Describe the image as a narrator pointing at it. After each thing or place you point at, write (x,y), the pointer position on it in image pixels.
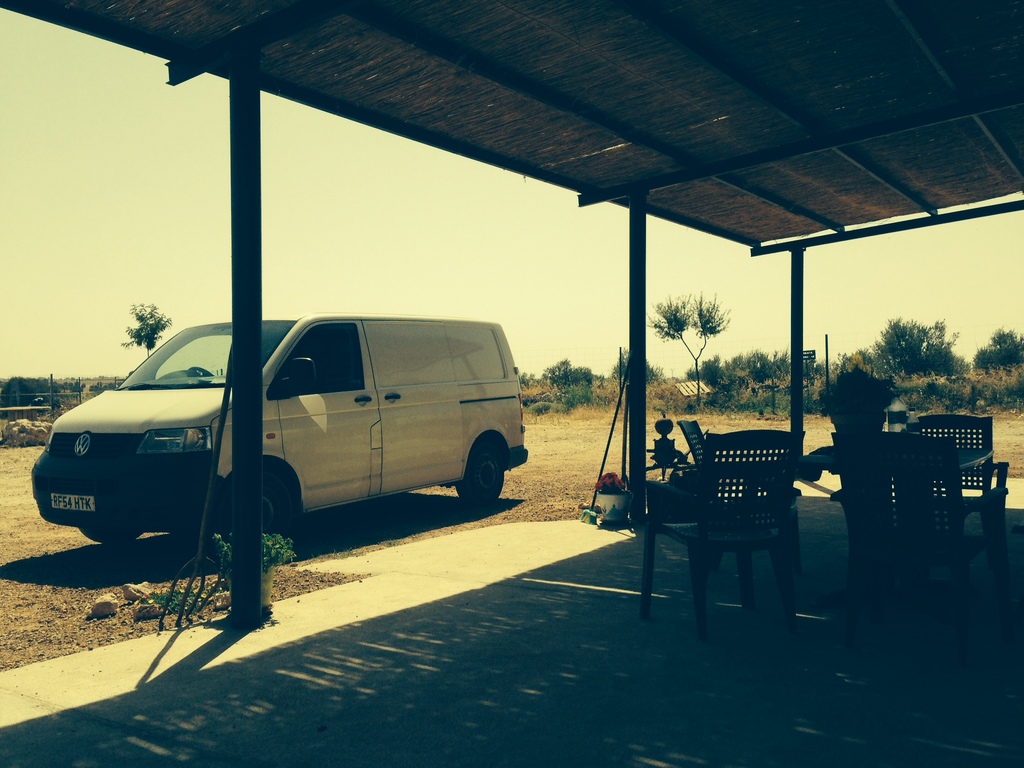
In the picture we can see a shed (454,39) with some pillars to it and under it we can see some chairs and besides, we can see a van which is white in color and in the background (574,252) we can see some plants (27,394), dried grass (667,382) and sky (339,309).
